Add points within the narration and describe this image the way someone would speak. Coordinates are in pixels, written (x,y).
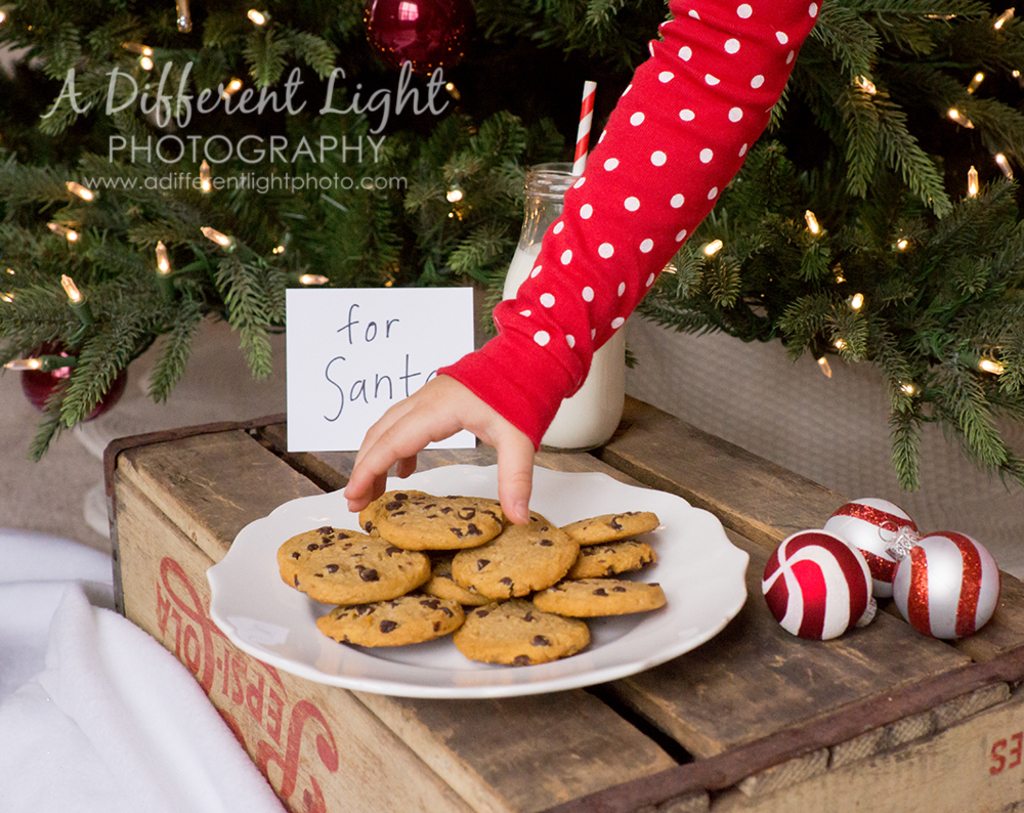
In this image, on the right (701,135) there is a person (598,293) holding cookies (486,602). At the bottom (529,706) there is a box (818,690) on that there are balls (931,605), plate (576,666), cookies (457,593), paper (418,358), bottle (559,206). In the background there are plants (144,197), lights (862,304), text (193,145), cloth (74,575).
